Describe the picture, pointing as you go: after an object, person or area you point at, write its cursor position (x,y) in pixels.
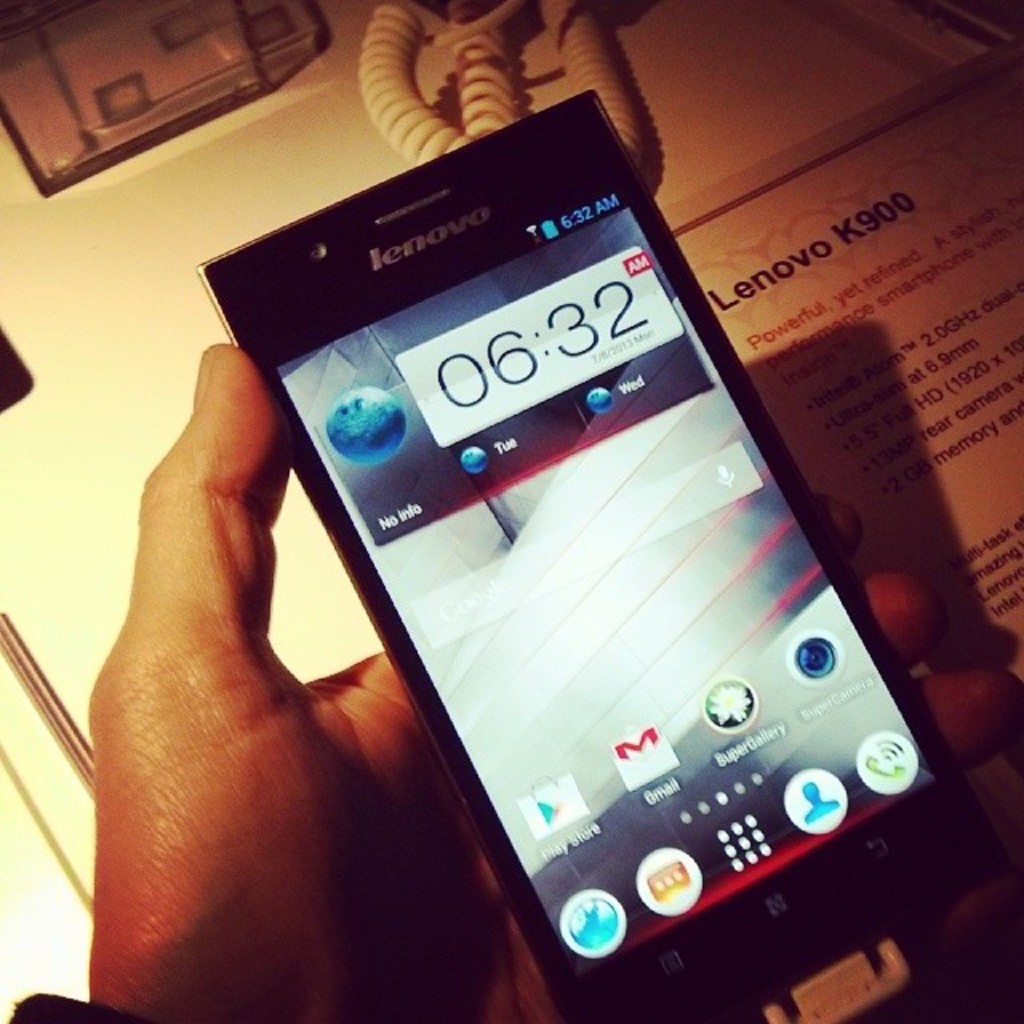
In this image in the foreground (290,839) there is one person (317,814) who is holding a mobile phone (660,473), and in the background (154,310) there is a table (763,163) and board (863,383).
